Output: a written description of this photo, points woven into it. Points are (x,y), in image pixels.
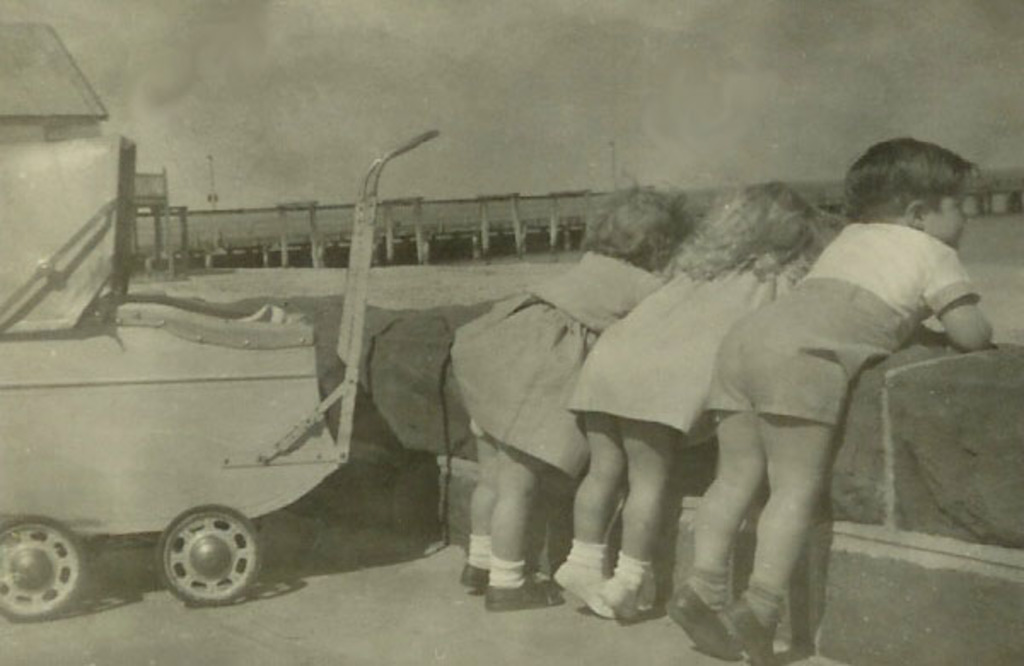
This is a black and white picture. In this there are three kids (664,338) standing near to a wall (433,371). Also there is a vehicle (154,360). In the background (170,235) there is something (456,230) on the poles (486,211).
